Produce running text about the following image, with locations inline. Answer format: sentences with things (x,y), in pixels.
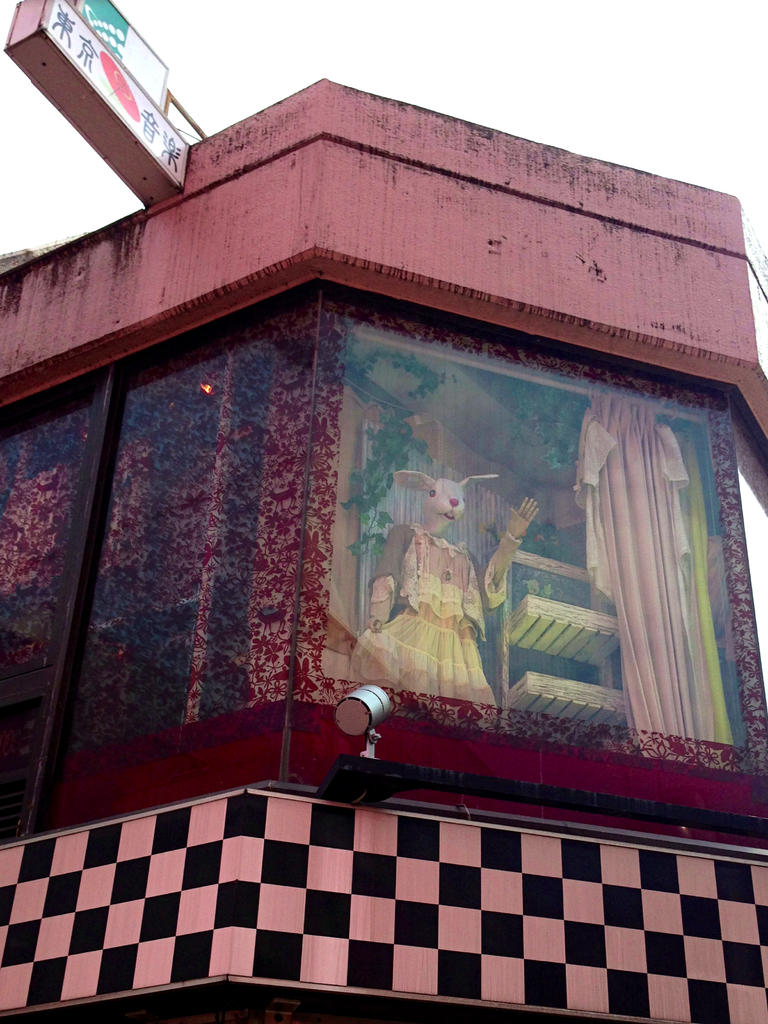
In this image there is a building (451,782) and we can see a mannequin (451,642), stand (555,653) and a curtain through the glass door (623,743). In the background (409,85) there is sky (419,62) and we can see a board (116,125).
